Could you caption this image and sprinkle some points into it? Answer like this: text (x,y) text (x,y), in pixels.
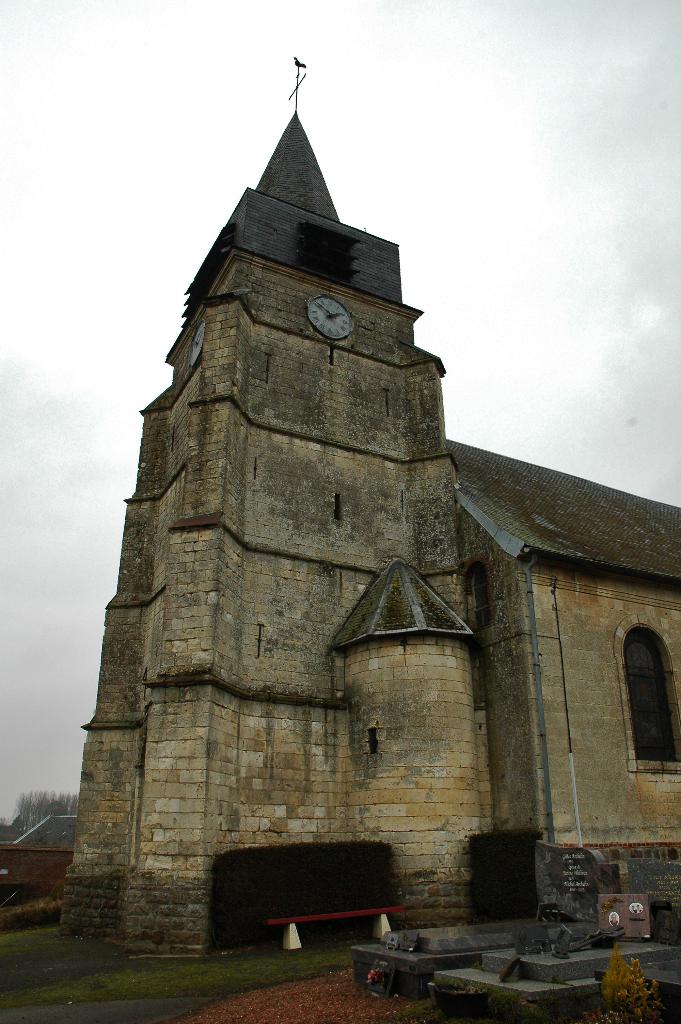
There is a clock tower (324,513) in the middle of this image (240,563) and the sky (91,342) is in the background (201,242).
